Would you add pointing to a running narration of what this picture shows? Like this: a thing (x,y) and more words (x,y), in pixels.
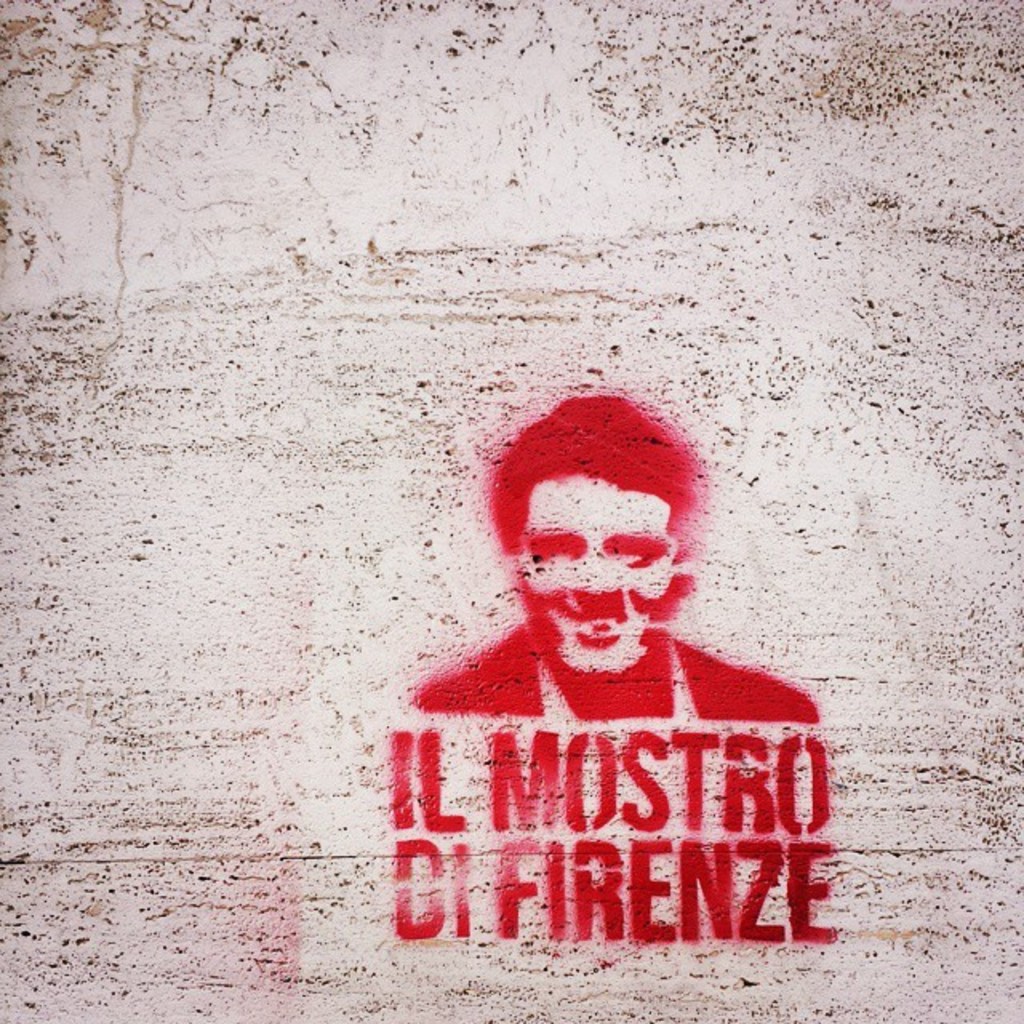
In this image on the wall (441,549) there is a painting (550,730) with some text (598,854) written on it.
